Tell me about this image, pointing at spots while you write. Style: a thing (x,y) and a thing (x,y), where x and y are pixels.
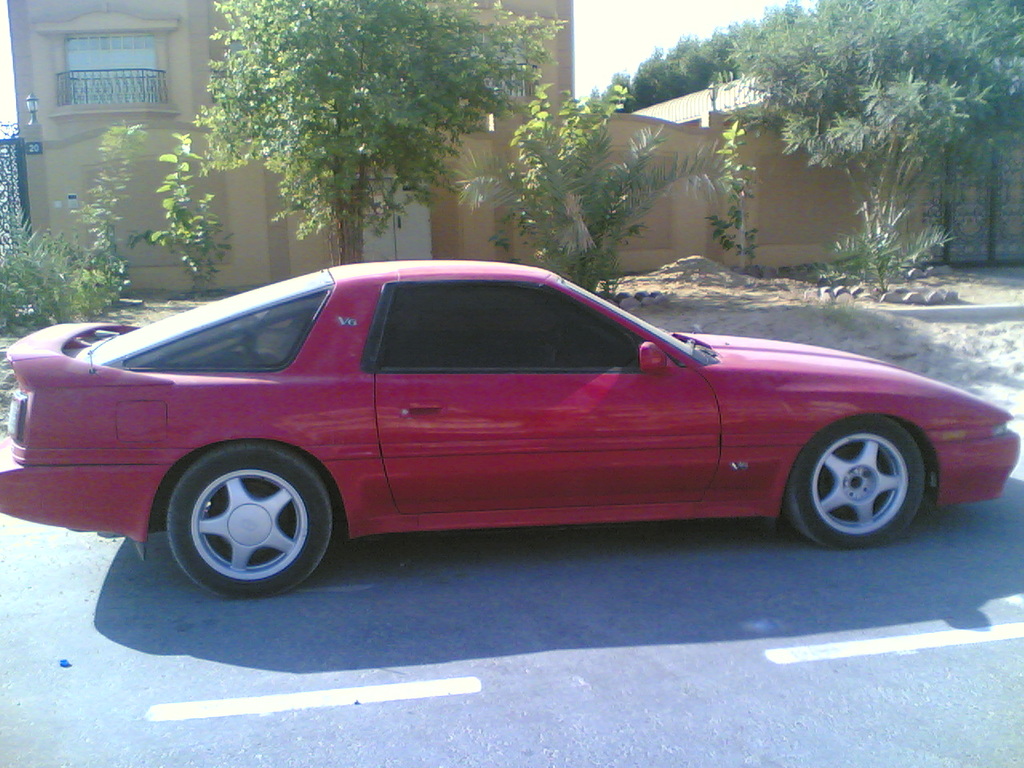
In this picture I can see the vehicle (519,318) on the road (526,593). I can see the house (278,232) in the background (266,226). I can see trees (270,121). I can see the metal gate (24,166) on the left side (15,175).
